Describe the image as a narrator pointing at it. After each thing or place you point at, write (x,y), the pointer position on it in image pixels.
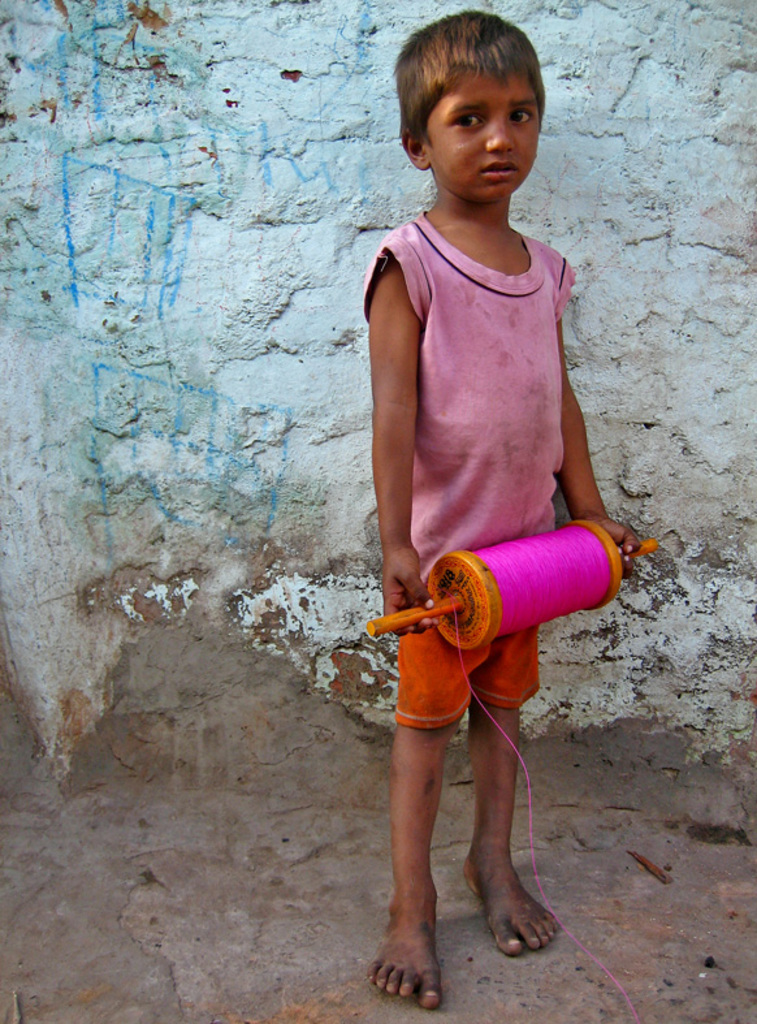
In this image there is a kid (425,606) standing on a floor (458,828) and holding an object (527,598) in hands (431,622), in the background (352,771) there is a wall (188,465).
